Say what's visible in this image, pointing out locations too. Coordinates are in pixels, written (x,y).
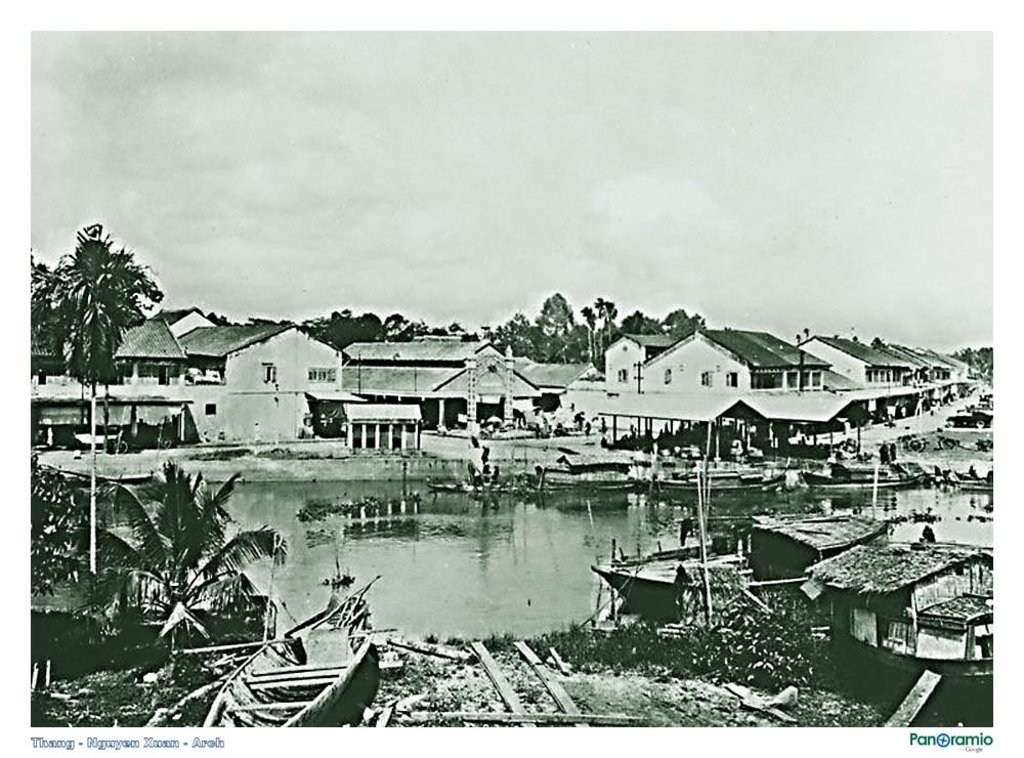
This is black and white picture where we can see a lake (463,578). Behind the lake (400,561) buildings (761,387) and trees (307,329) are present. the sky (525,193) is full of clouds (593,158). Bottom of the image (280,693) boats (338,673) are there.
